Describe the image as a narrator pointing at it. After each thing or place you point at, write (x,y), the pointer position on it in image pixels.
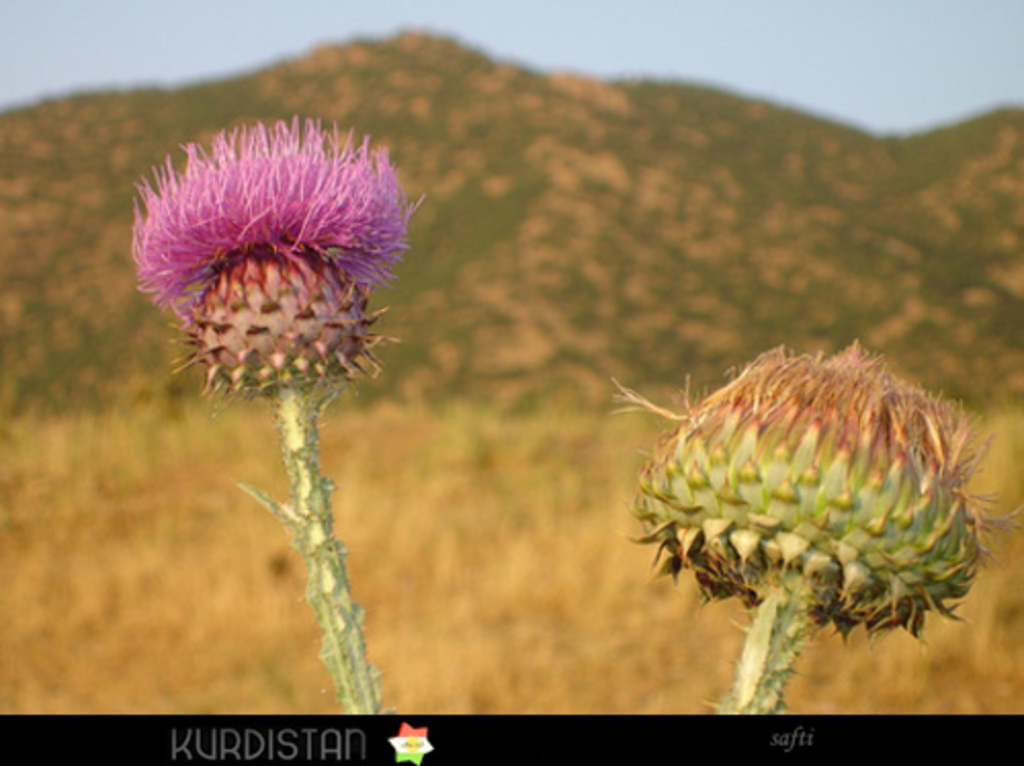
In this image we can see flowers (259,261). In the background (468,371) we can see grass (347,429), hill (485,131) and sky (56,6). At the bottom (204,754) there are texts (220,740) and logo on the image.
